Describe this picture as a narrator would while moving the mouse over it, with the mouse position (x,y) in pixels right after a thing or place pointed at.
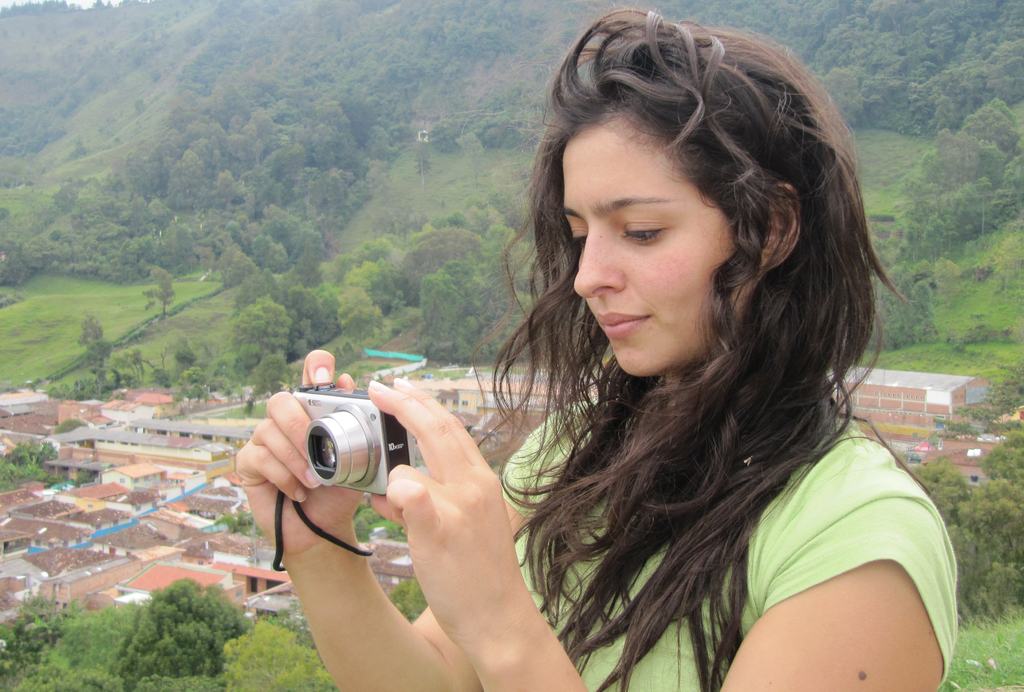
In this image there is a woman (746,218) capturing a picture with the camera (383,425), the back ground (74,600) there are buildings (3,596), tree (388,300), mountain (392,280).
